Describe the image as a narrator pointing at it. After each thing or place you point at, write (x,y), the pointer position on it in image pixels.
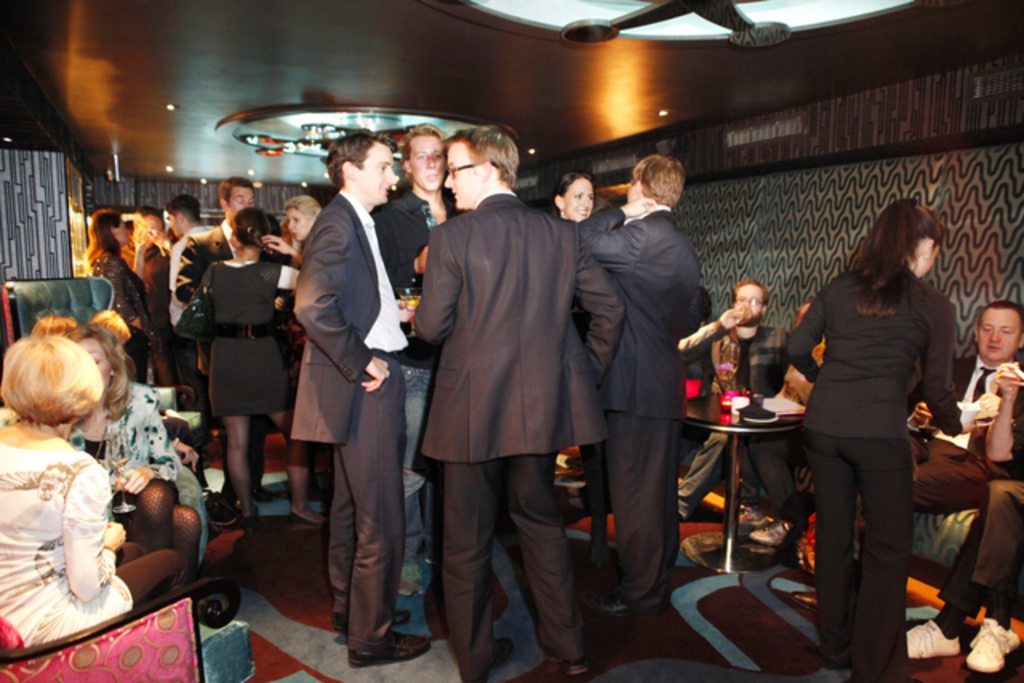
This is the picture of a room (612,173). In the middle of the image (488,454) there are group of people (488,454) standing. On the left side of the image (19,584) there are two persons (32,566) sitting and holding the glass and there is a chair (68,654). On the right side of the image (968,597) there are group of people (725,328) sitting and there is a person (825,572) standing and there is a flower vase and there are some objects (770,397) on the table (730,443). At the top (318,149) there are lights (390,125). At the bottom (537,670) there is mat (744,633).
